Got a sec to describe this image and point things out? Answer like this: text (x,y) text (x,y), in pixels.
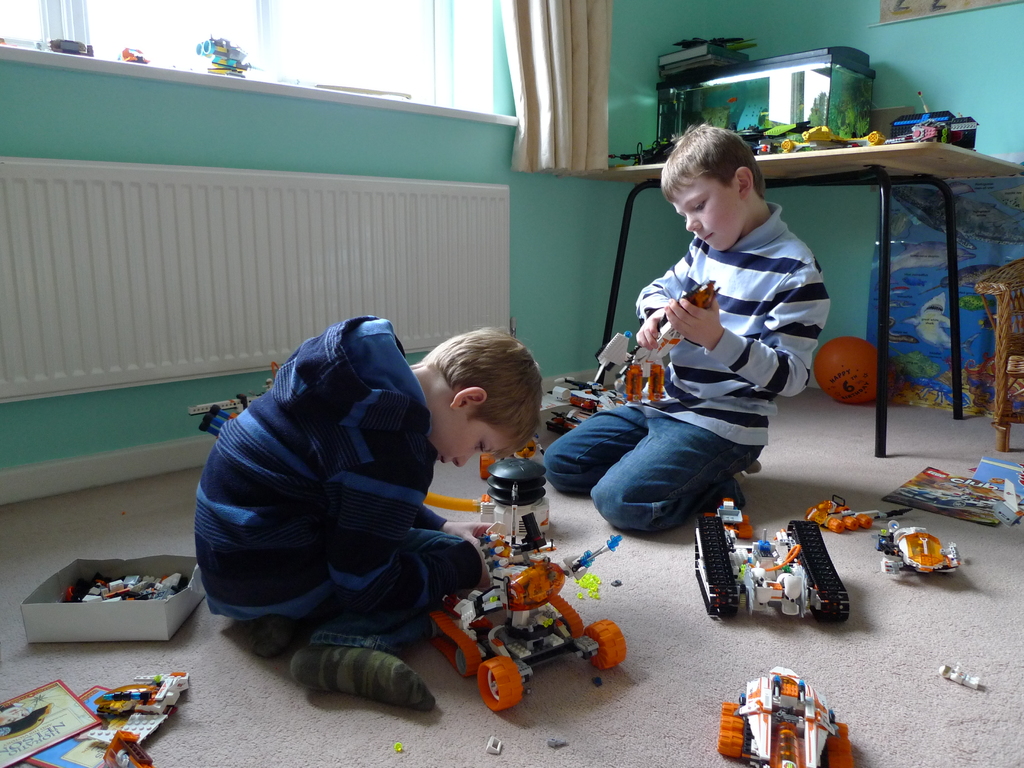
In the image we can see there are kids (516,371) sitting on the ground (592,601) and there are toys (151,577) kept on the ground (134,553). There are toys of vehicles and there is a paper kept on the ground (178,551). There are toys (113,593) kept in the box (127,569) and there are curtains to the window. There is an aquarium (827,102) kept on the table (596,180) along with toys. Behind there is ball (866,358) and box (960,361) kept on the ground (951,450).
